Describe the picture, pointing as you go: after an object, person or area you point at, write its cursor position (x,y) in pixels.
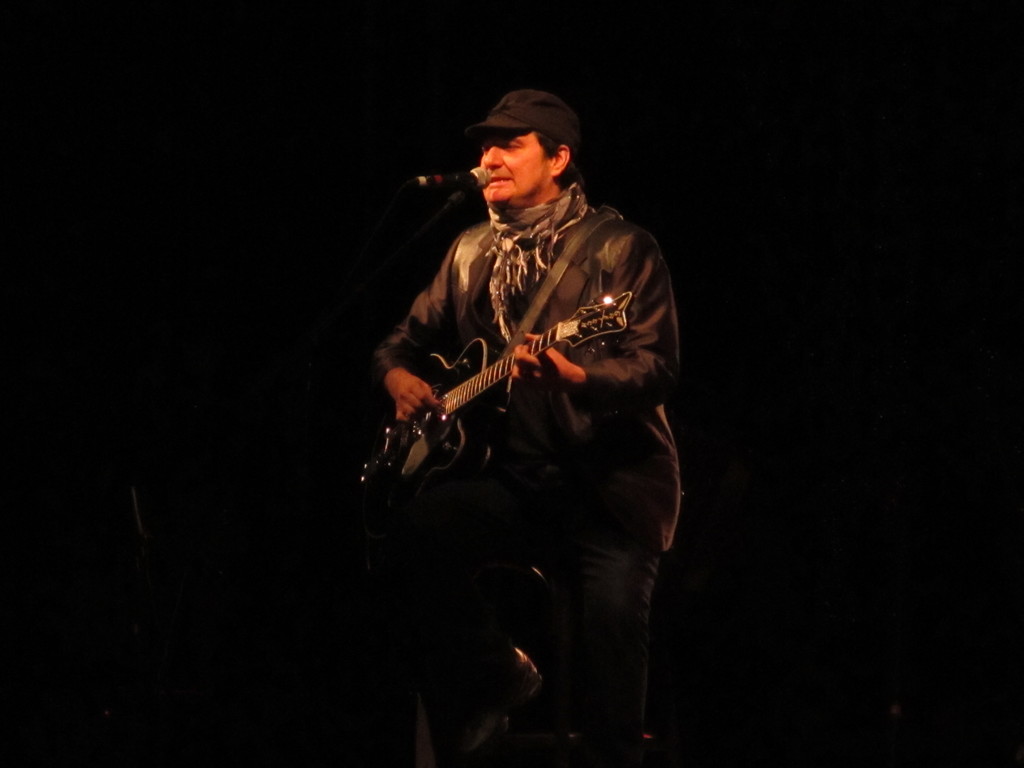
In this picture there is a man (553,375) who is wearing a black suit (563,287) and a grey scarf (527,246). He is wearing a black cap (531,99) on his head (564,141) and is playing guitar (415,438). There is a mic (446,185) in front of him.
